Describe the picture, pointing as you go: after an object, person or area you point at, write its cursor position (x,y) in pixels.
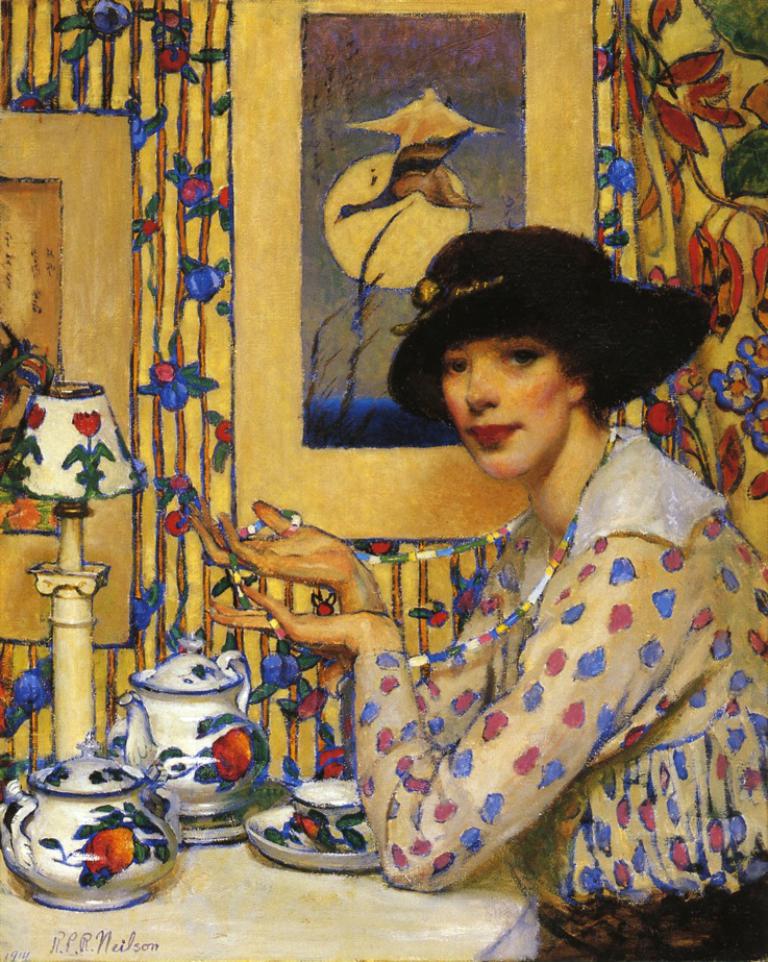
In this image we can see the painting (502,677) of a woman (561,730) sitting holding a chain (502,623) beside a table (313,907) containing some teapots (158,830), plate (276,843) and a bowl (336,827) on it. We can also see a lamp (98,590) and a photo frame (325,343) to a wall (203,413).
